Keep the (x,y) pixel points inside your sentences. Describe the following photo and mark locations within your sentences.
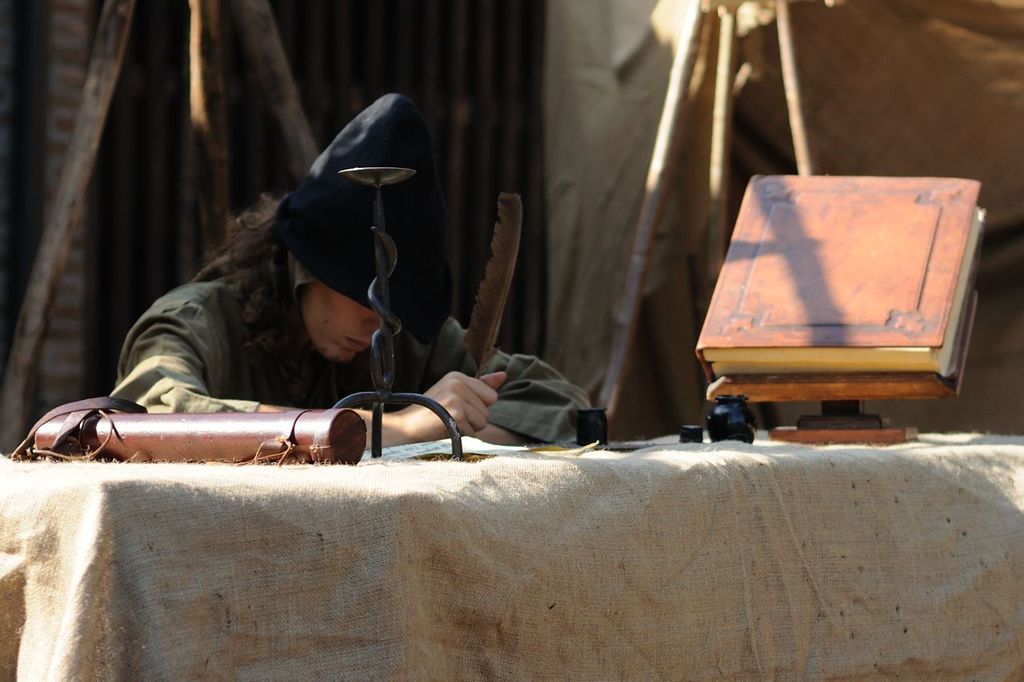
In this image there is a person (234,341) holding a feather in his hand (432,393) is writing, on the platform (418,464) there is ink (595,413), a book (773,348) and some other objects (349,442), behind the person (263,404) there are wooden sticks (222,118) and some other objects (864,133).
